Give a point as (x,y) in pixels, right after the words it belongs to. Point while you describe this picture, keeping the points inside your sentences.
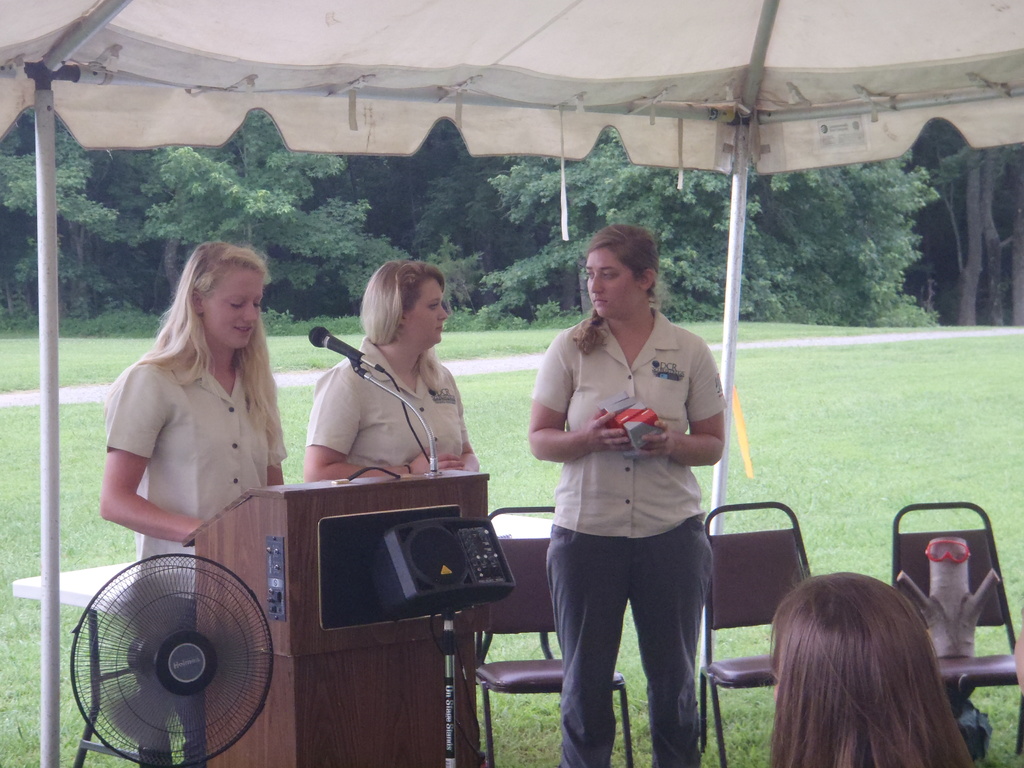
In the picture I can see three women (433,414) are standing on the ground (307,354) among them the woman (595,270) on the right side (704,536) is holding some object (608,409) in hands (603,428). I can also see a podium (370,593) which has a microphone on it, a table fan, the grass (523,427), a person (851,725) and some other objects (470,576). In the background (555,257) I can see trees (575,236).
